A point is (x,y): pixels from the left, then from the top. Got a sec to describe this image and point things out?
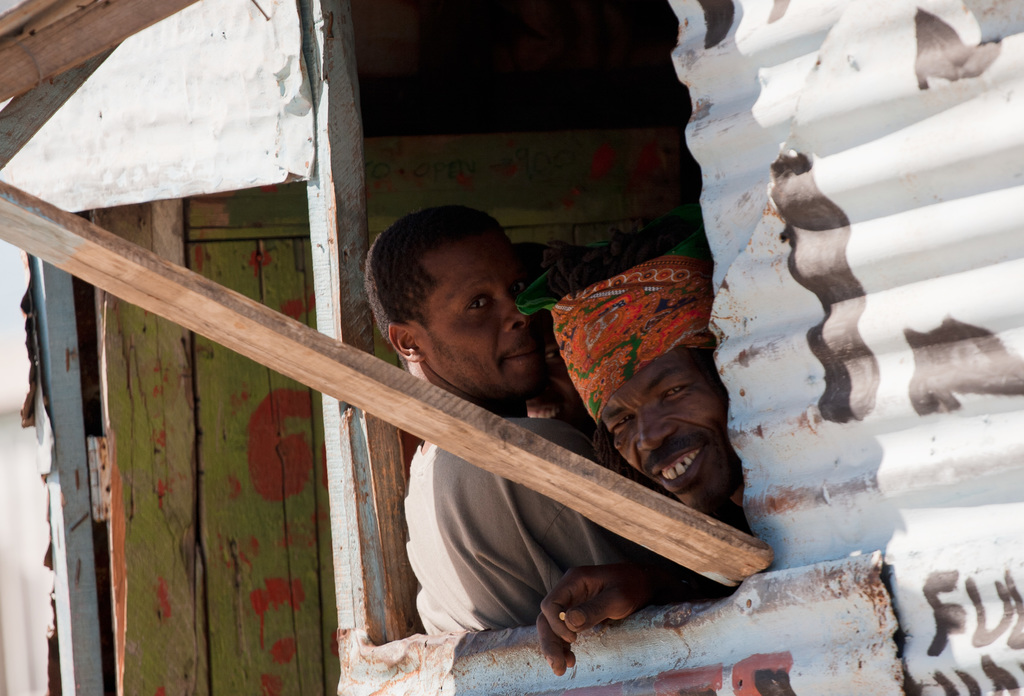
In this image we can see asbestos wall (840,524) on the right side (929,346). Near to that there are few people (564,382). Also there is a wooden stick (224,347). In the back (184,452) there is a wooden door (202,469).
